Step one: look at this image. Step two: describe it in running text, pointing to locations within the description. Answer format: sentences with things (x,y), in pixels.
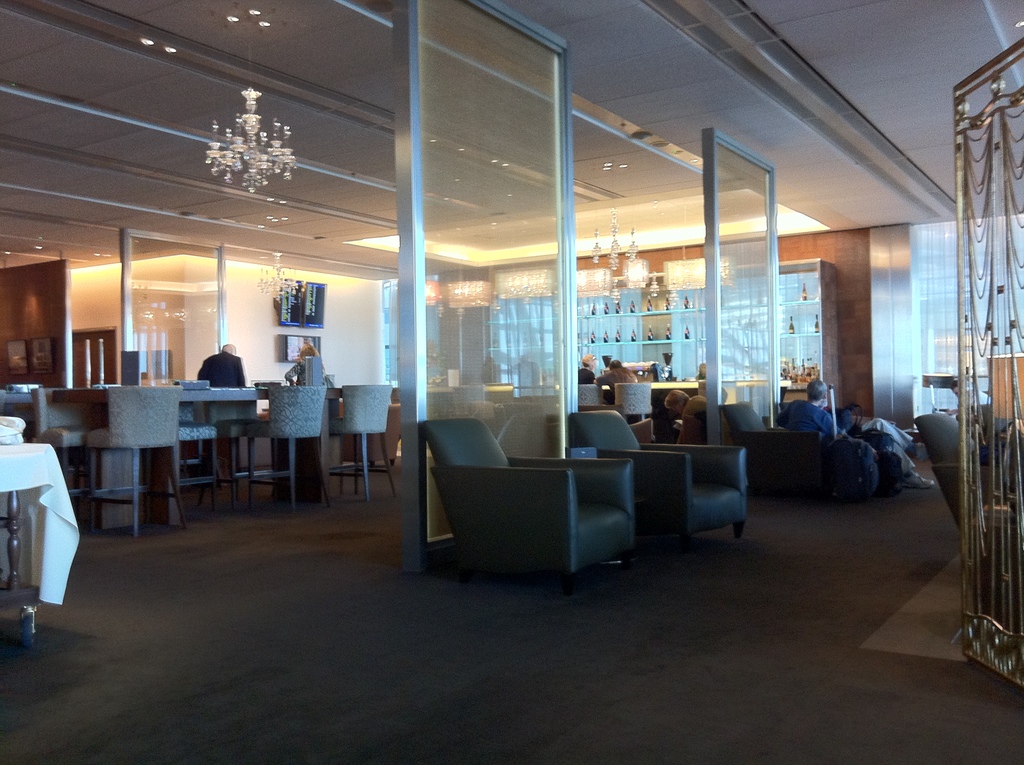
In this picture we can see couple of chairs (292,460) and tables (316,464) and also we can see few persons (613,390) are seated on the chairs (766,436), on top of them we can find couple of lights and television (290,319).
